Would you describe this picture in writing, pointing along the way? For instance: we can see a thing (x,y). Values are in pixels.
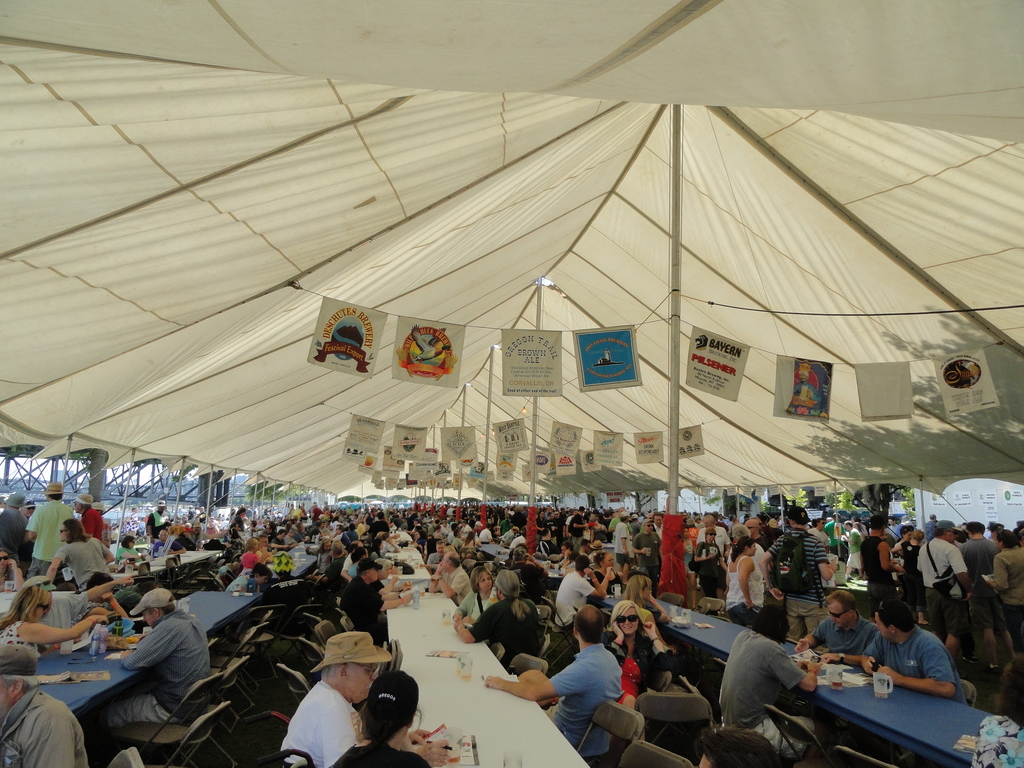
This image consists of many people (752,646) sitting in the chairs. In the middle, there are tables (511,674). At the top (634,94), there are tents (618,242) and we can see some flags (318,349) like posters (611,369) tied with a rope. On the left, we can see metal rods (37,477).
